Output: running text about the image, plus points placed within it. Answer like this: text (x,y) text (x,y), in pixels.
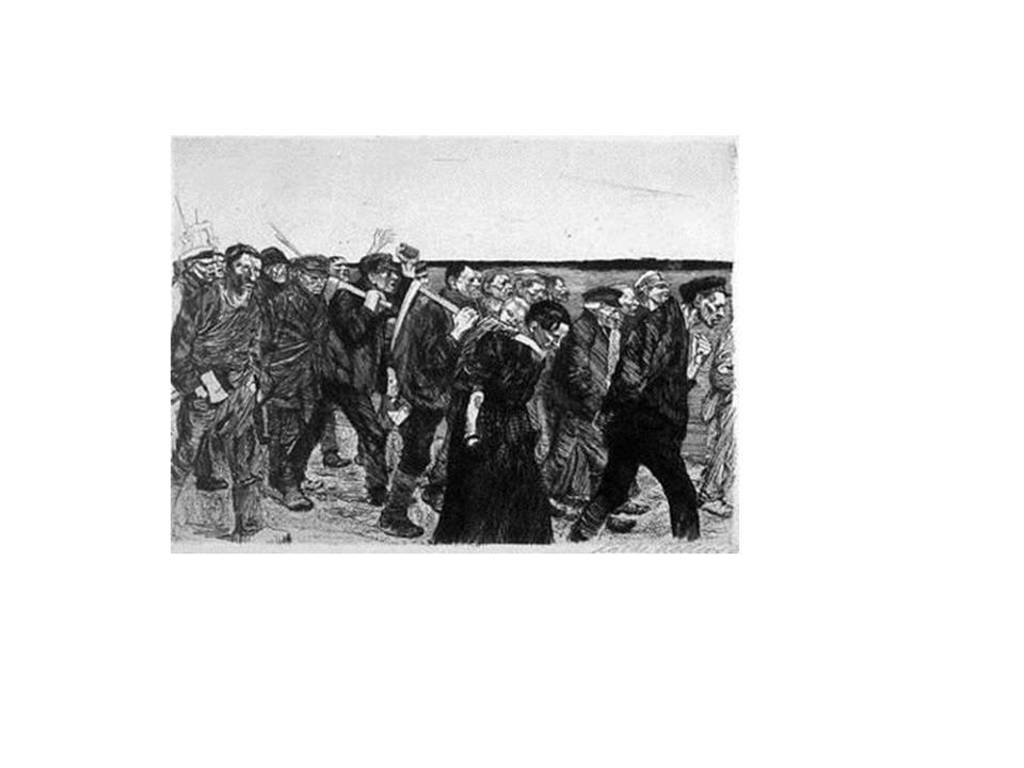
In this image there is a picture having painting of few persons (601,343). In the painting few persons (277,324) are walking on the land (330,521). A person (487,471) is carrying a baby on her back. Behind there is a person (445,329) holding a tool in his hand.
